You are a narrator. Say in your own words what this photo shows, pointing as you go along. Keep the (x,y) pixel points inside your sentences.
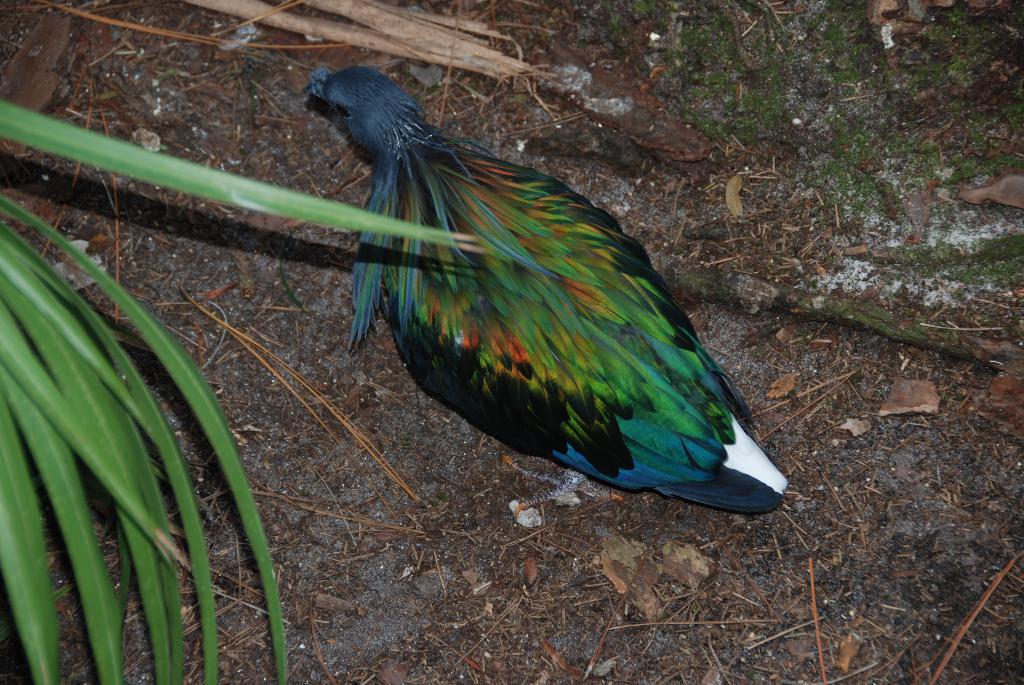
In the center of the image (616,253) there is a bird (485,295). To the left side of the image (12,606) there are leaves (177,179). At the bottom of the image (453,569) there is ground (619,593).
